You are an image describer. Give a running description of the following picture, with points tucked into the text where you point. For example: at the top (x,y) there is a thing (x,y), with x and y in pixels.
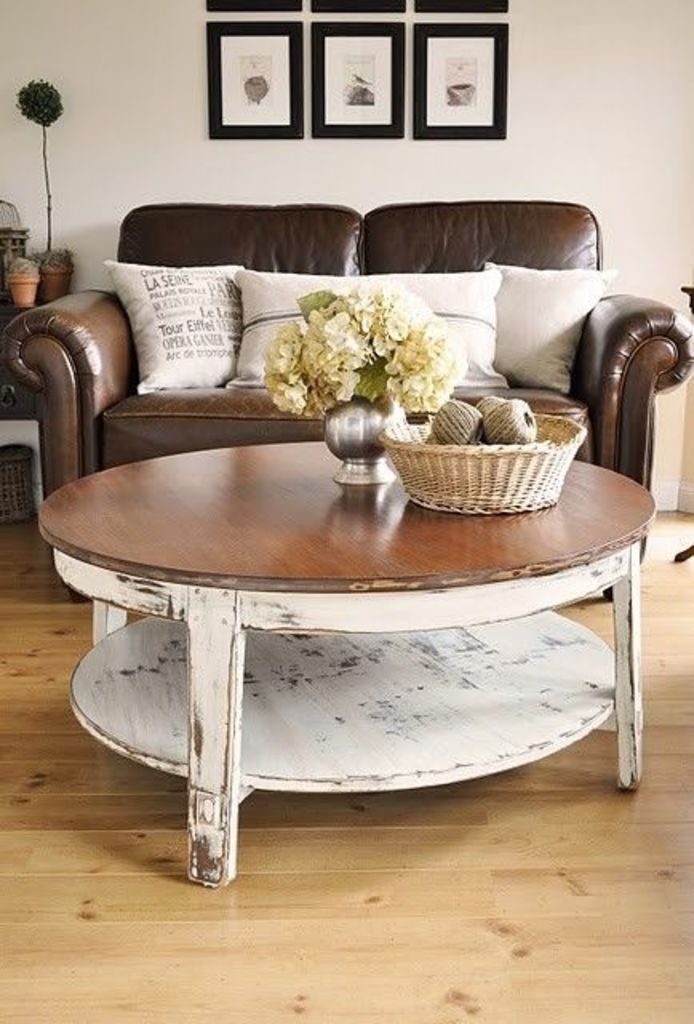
In the image there is a sofa (291,257), in front of the sofa (193,407) there is a table (411,518) and on the table (172,467) there is a basket (476,457) and a flower vase (336,372), beside the sofa (60,308) there are small plants (53,251) and in the background (189,128) there is a wall (37,193) and there are some photo frames (271,113) attached to the wall (11,24).
